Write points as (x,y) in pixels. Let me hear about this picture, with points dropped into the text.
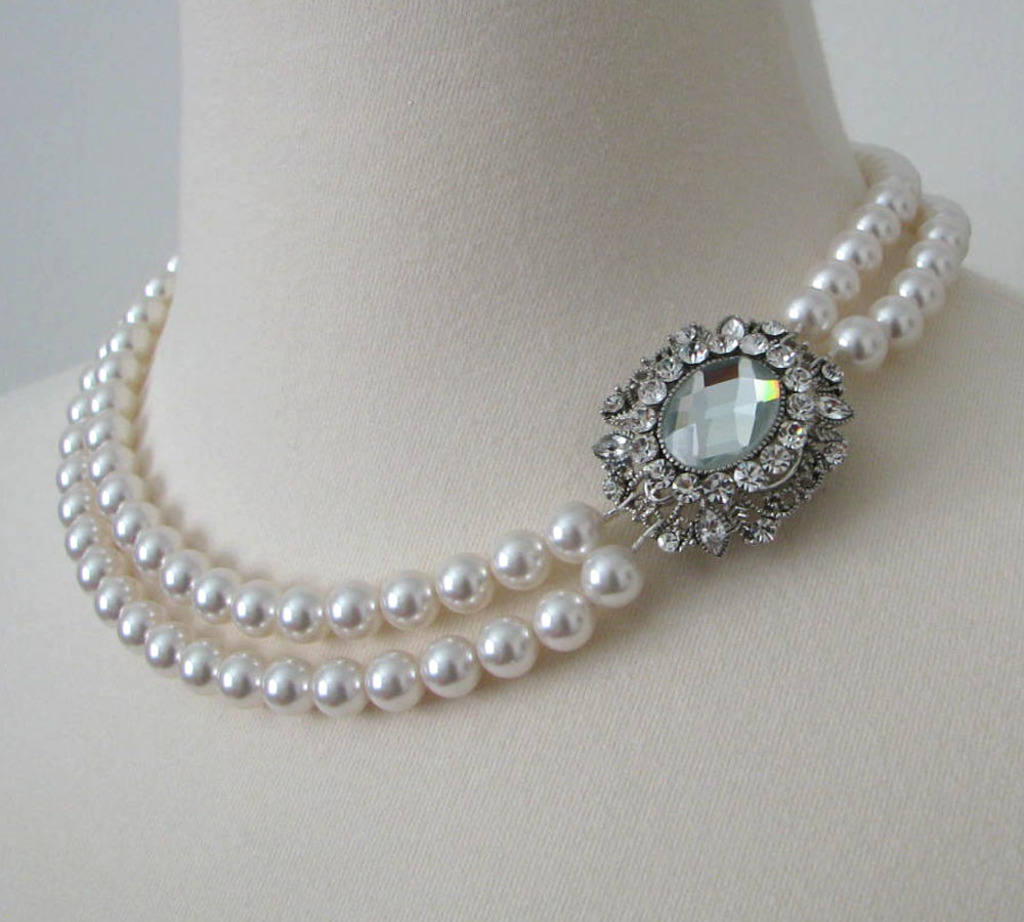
In this picture I can see a ornament (807,368) on the mannequin (441,433).
